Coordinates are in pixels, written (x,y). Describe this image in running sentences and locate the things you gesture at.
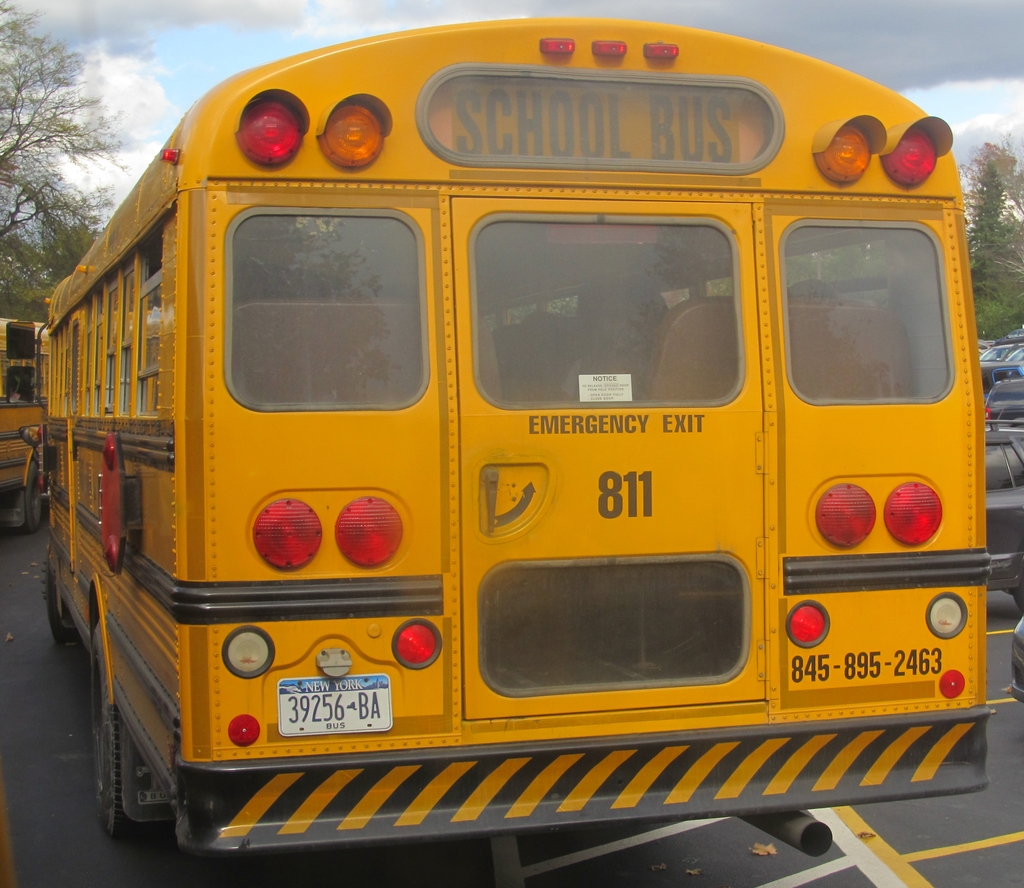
Here we can see a bus (307,493) on the road (672,866). In the background (32,103) there are vehicles (1014,375) on the road (44,821), trees (18,95) and clouds (79,116) in the sky (96,114).
